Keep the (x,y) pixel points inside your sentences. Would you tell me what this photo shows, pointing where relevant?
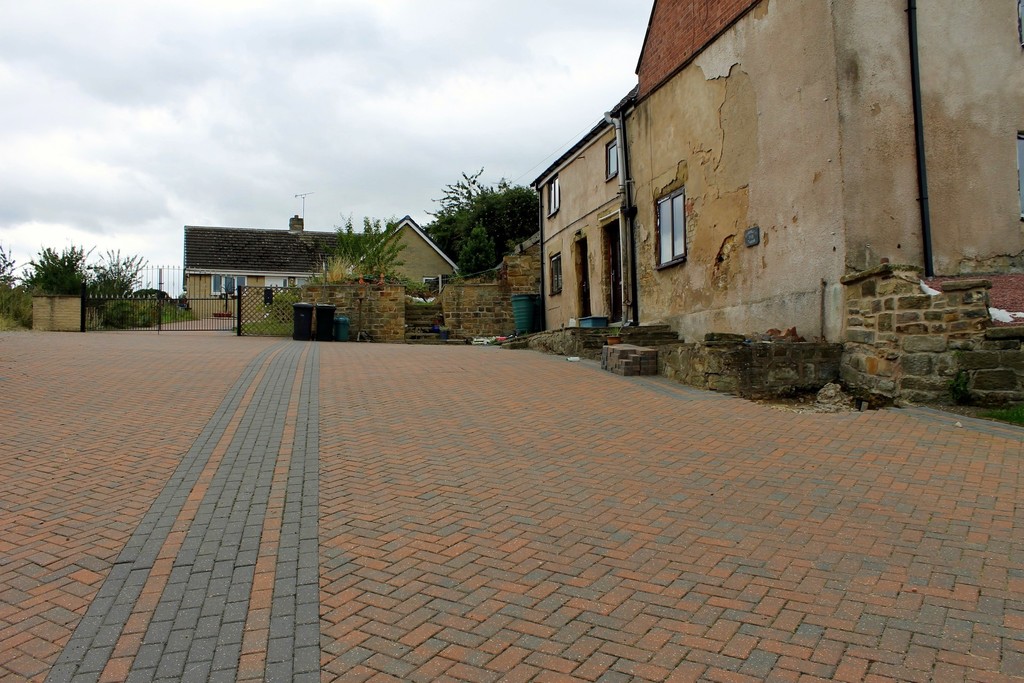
In this image there is a pavement (393,470) in the middle (497,357). There is a building (717,169) on the right side (757,203). At the top (357,54) there is the sky (345,83). In the background (149,299) there is a gate (163,313), behind the gate (177,289) there is a house (260,248). On the left side (63,269) there are plants (61,265). On the right side (907,351) there is a wall (887,363).
